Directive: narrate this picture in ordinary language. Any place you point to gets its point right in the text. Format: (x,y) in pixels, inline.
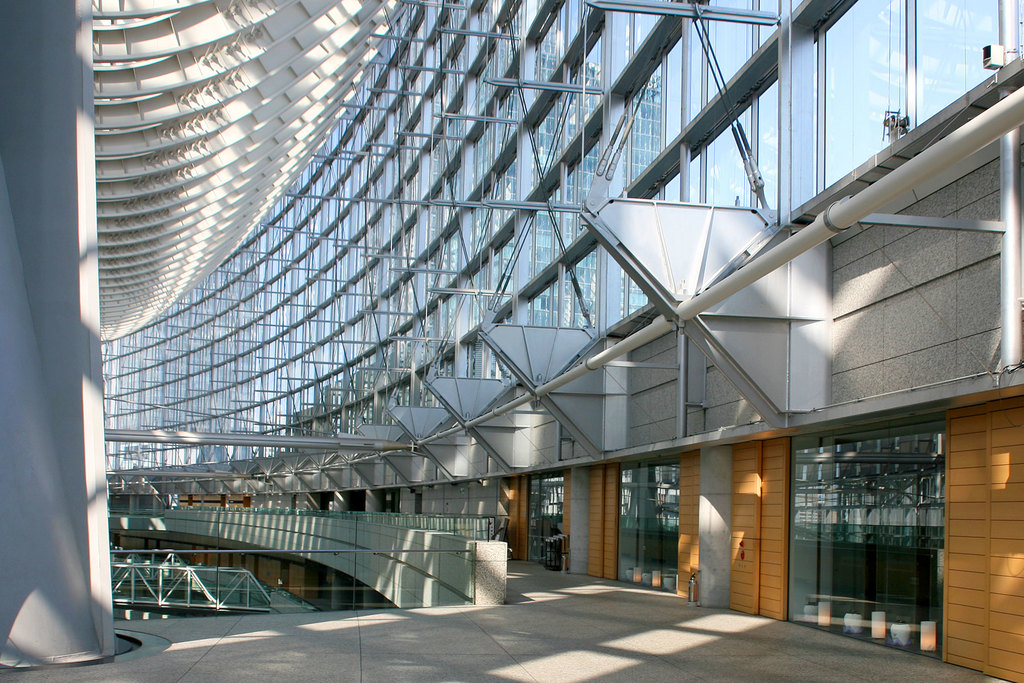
This image is taken indoors. On the left side of the image (58,336) there is a pillar (61,308). At the bottom of the image (299,636) there is a floor (363,650). On the right side of the image (915,317) there are a few walls (750,505) and glass doors (674,507). In this image there is an architecture (335,483) with walls (838,395), grills (453,275), iron bars (398,187) and pillars (76,596).
